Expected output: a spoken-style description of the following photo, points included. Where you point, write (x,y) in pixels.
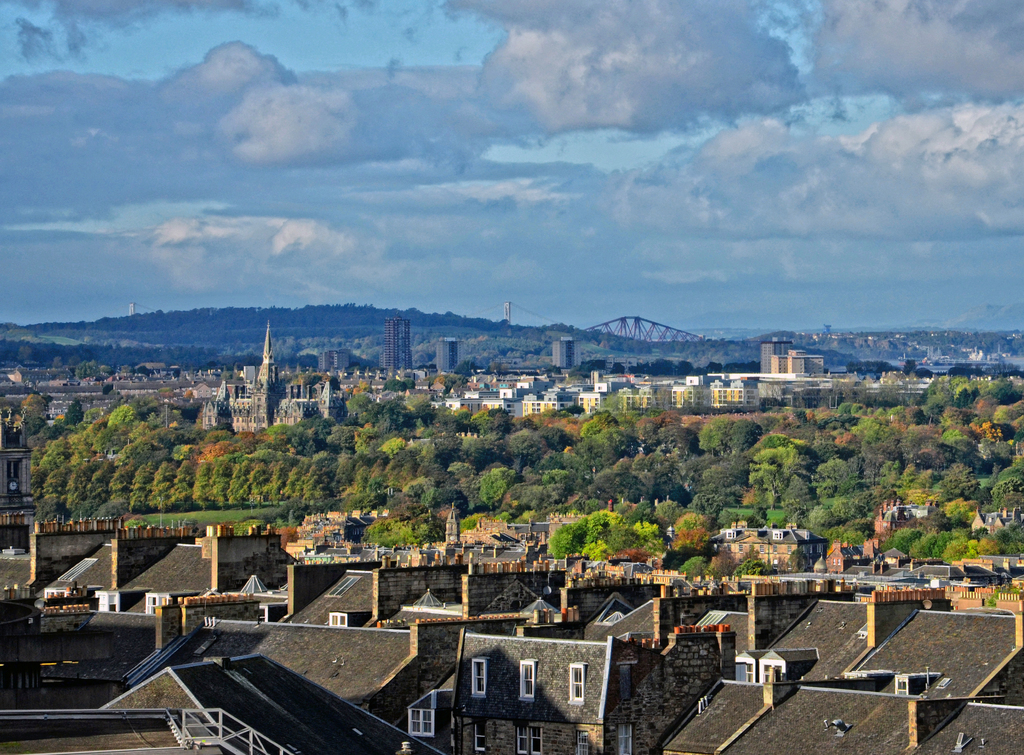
In this image we can see the view of the city (528,631). At the bottom (465,625) there are so many houses (358,668) one beside the other. In the middle (478,456) there are trees (688,468). Behind the trees (868,459) there are so many tall buildings (250,374). At the top (389,81) there is the sky (396,91). There is a bridge (621,324) on the right side (693,334).
